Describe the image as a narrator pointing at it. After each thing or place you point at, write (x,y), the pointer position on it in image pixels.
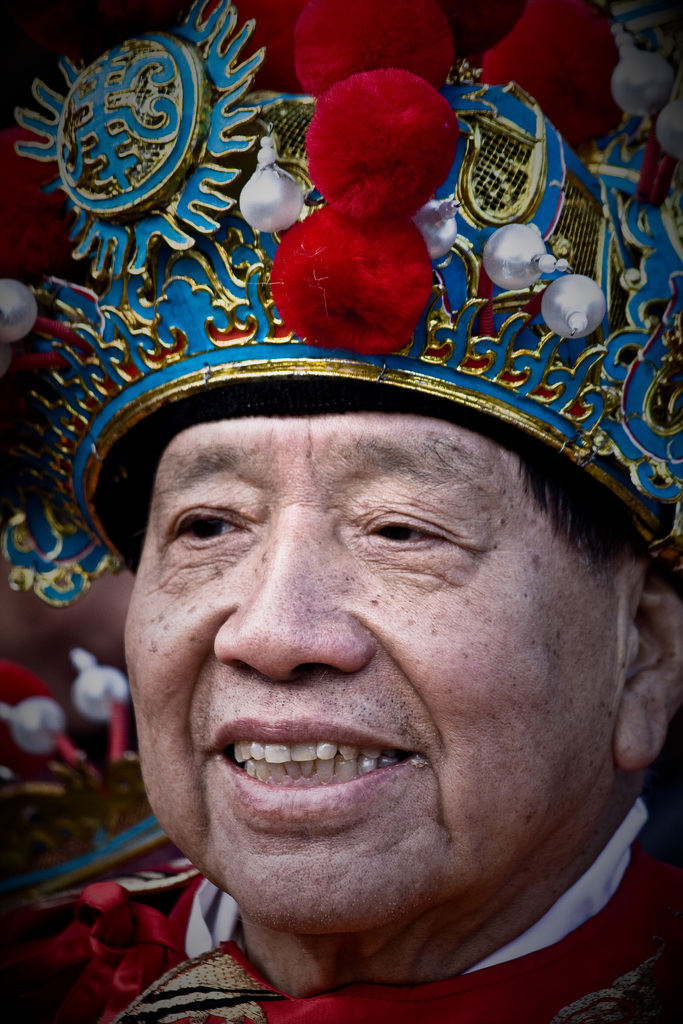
In this picture I can see a man (302,724) he wore a cap (369,313) on his head (408,458) and I can see smile (312,795) on his face (218,796) and few people (139,824) on the side.
